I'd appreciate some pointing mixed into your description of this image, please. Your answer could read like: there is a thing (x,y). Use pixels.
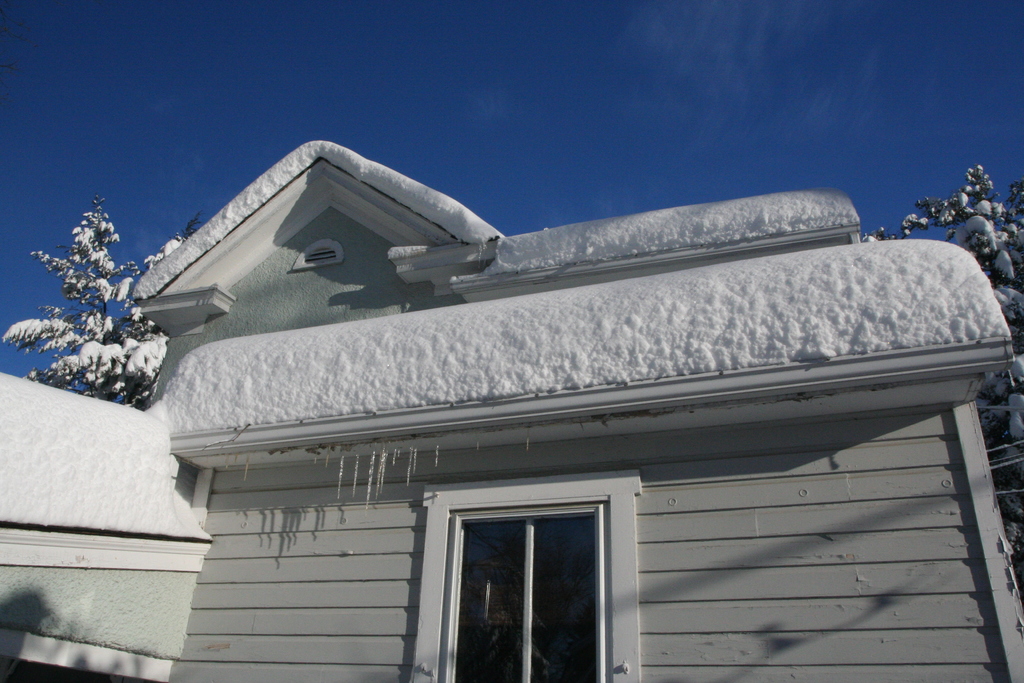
In this picture we can see a house (365,492), few trees (1023,233) and snow (462,316).
